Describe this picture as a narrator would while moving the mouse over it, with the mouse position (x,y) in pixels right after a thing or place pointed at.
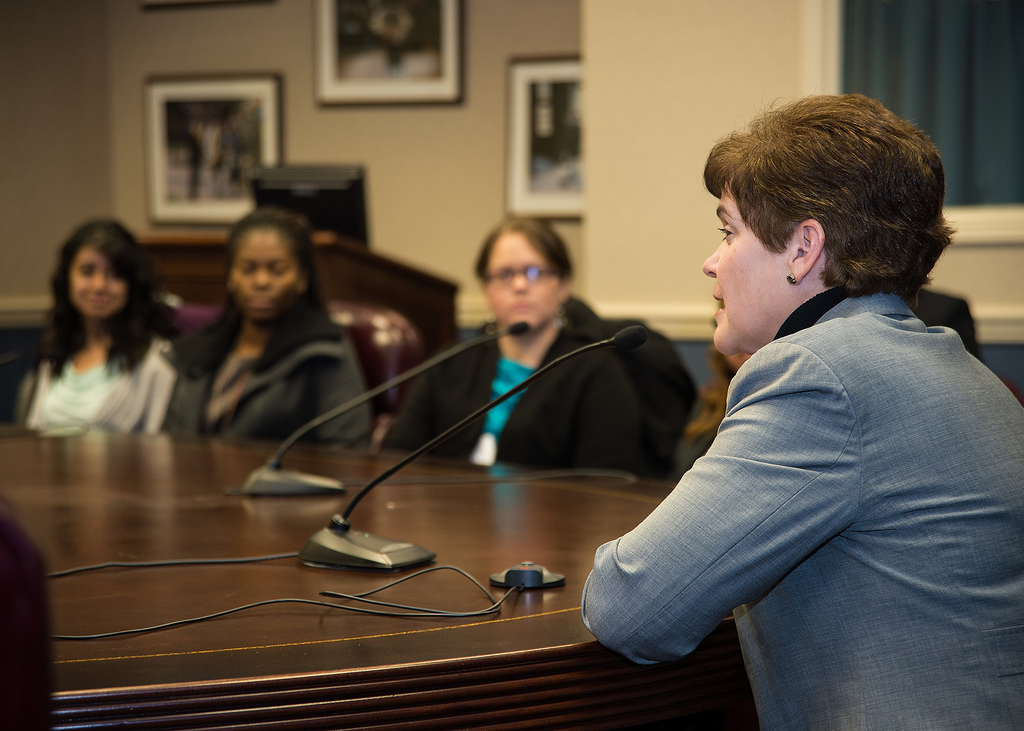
In this picture we can see few people (770,558), they are sitting on the chairs (387,327), in front of them we can see microphones (463,349) and cables (366,609) on the table (435,517), in the background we can find few frames (431,87) on the wall (483,107).
